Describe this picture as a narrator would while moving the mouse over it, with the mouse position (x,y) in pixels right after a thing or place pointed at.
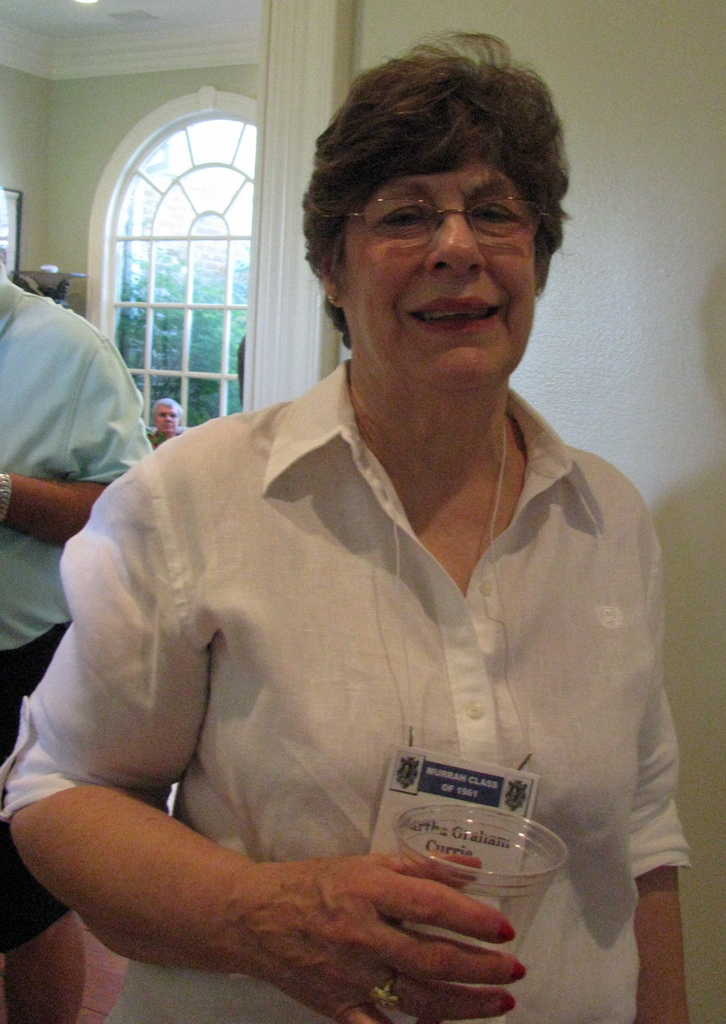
This picture describes about group of people (291,492), in the middle of the image (410,382) we can see a woman (459,403), she wore spectacles (379,215) and she is holding a glass (475,827), in the background (200,342) we can see few trees (200,331).
